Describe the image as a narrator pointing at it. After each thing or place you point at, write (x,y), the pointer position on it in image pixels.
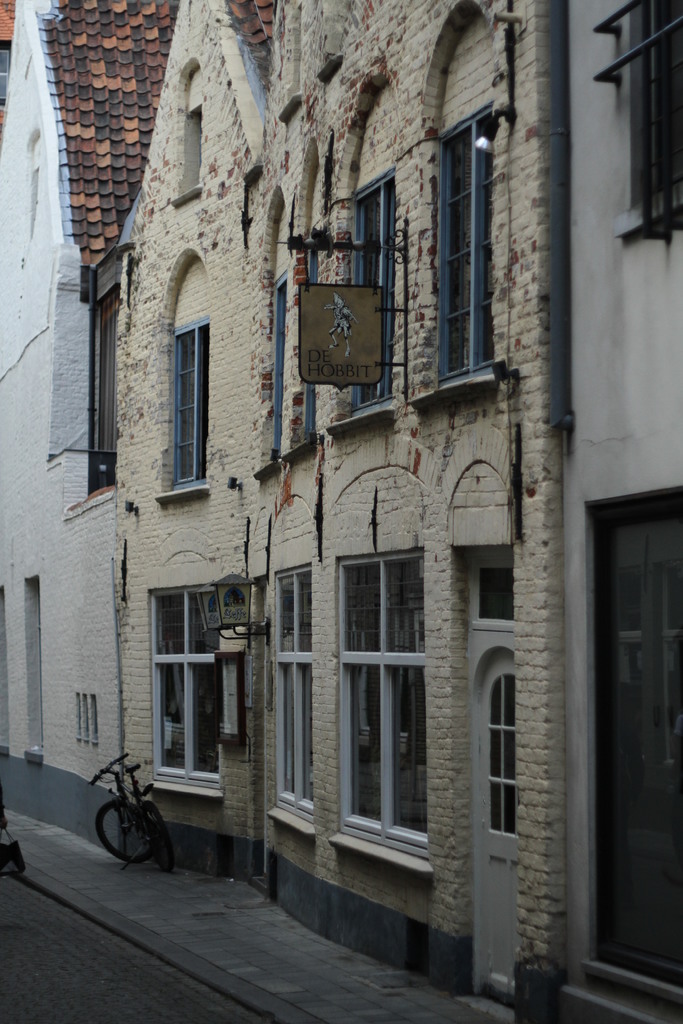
This image consists of buildings (467,159) along with the windows (606,869). At the bottom (119,829), we can see a cycle (149,848) parked on the pavement (266,969). On the left (41,972), there is a road (80,952). At the top (162,84), we can see the roof (142,136) of the building (209,166).
